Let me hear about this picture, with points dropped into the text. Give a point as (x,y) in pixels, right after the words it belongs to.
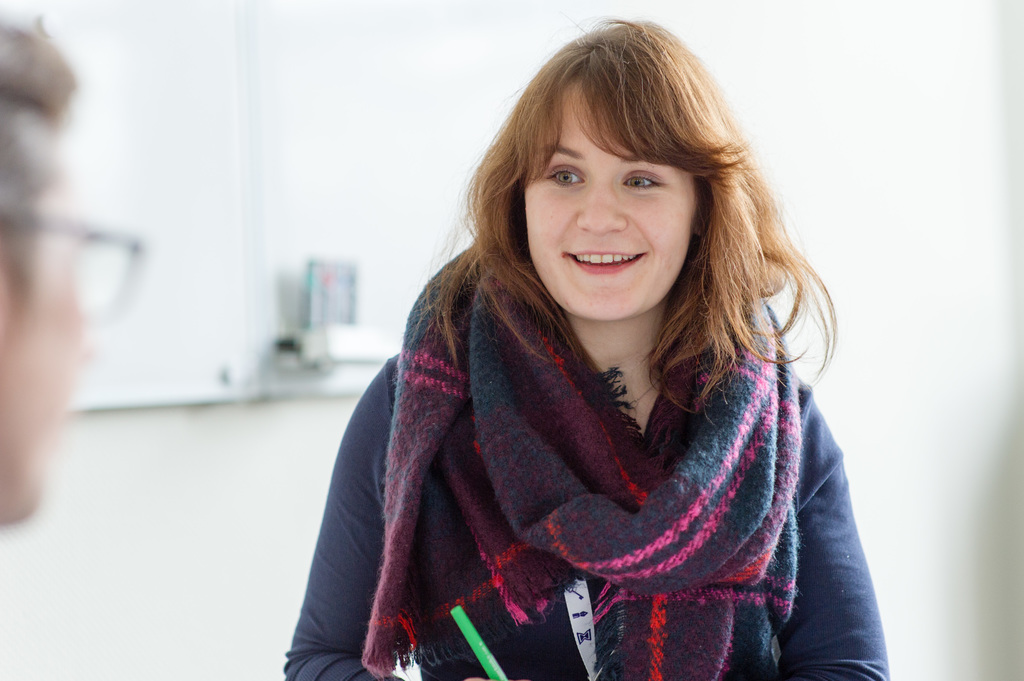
In this image we can see a woman (437,357) and a man (82,304).
